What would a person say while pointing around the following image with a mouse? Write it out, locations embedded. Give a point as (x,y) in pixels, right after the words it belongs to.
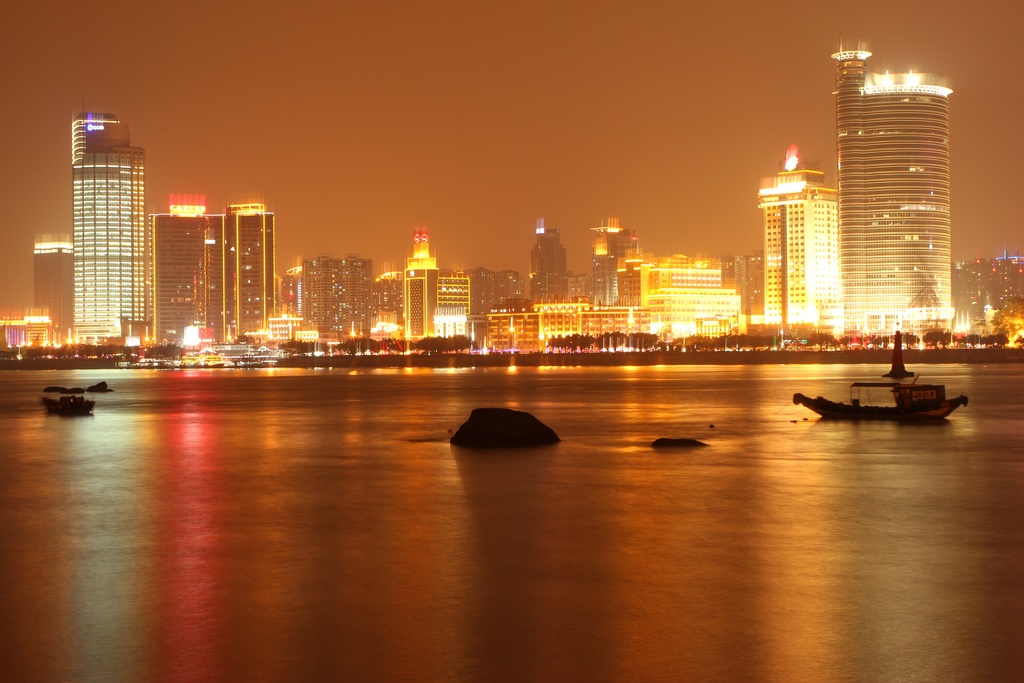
In this image we can see few boats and rocks (472,415) in the water (426,447). Behind the water (543,415) we can see a group of trees (842,341) and buildings (256,287). In the buildings (318,275) we can see the lights (857,287). The background of the image is orange.
